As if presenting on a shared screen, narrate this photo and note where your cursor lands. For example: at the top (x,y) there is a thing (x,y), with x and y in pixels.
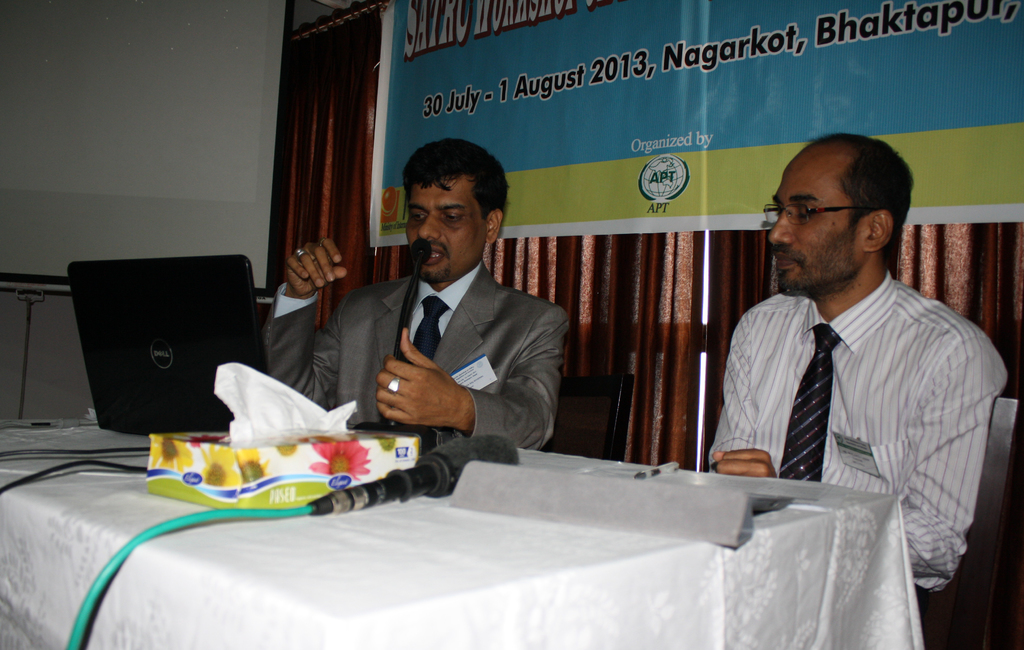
There are two men (754,349) sitting. This looks like a table (502,544), which is covered with a white cloth (646,575). I can see a laptop (152,295), tissue paper box (318,436), mike (452,457) and few other things (583,500) are placed on the table (414,542). These are the wires (297,508), which are attached to the devices (355,492). I can see a banner (490,74). These are the curtains (376,54) hanging to the hanger (324,26). Here is the wall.
